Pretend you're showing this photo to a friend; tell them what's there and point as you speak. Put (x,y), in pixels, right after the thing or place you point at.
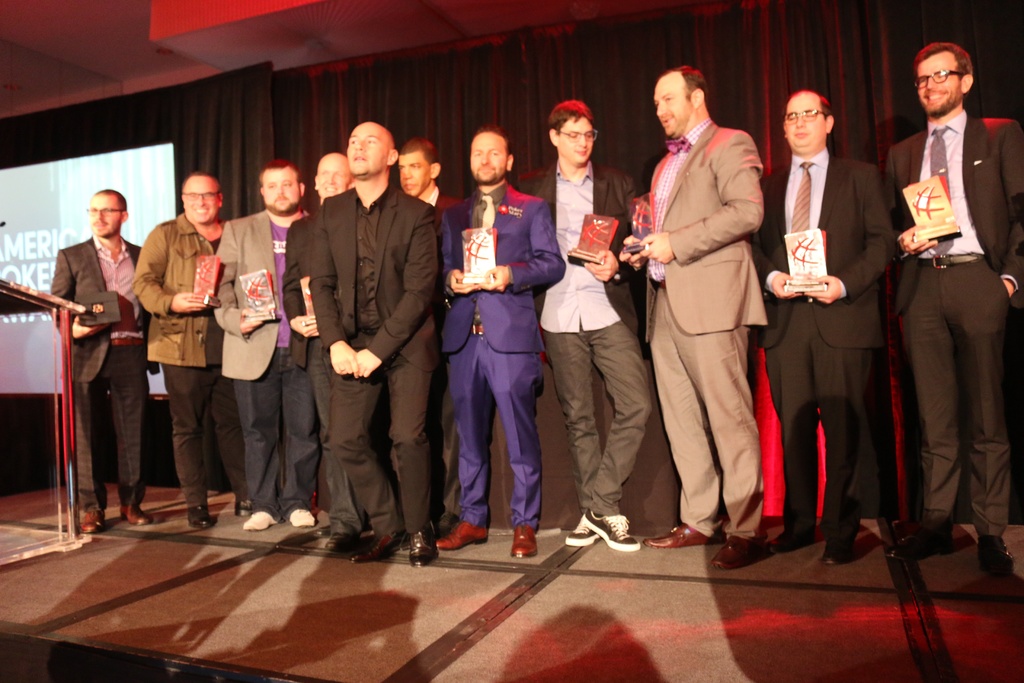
In the foreground of this image (948,213), there are few men (678,419) standing on the stage (639,648) holding few objects (948,237). On the left (42,311), there is an object (43,306). Behind it, there is a screen (145,158), curtain (353,107) and the ceiling (175,49).
